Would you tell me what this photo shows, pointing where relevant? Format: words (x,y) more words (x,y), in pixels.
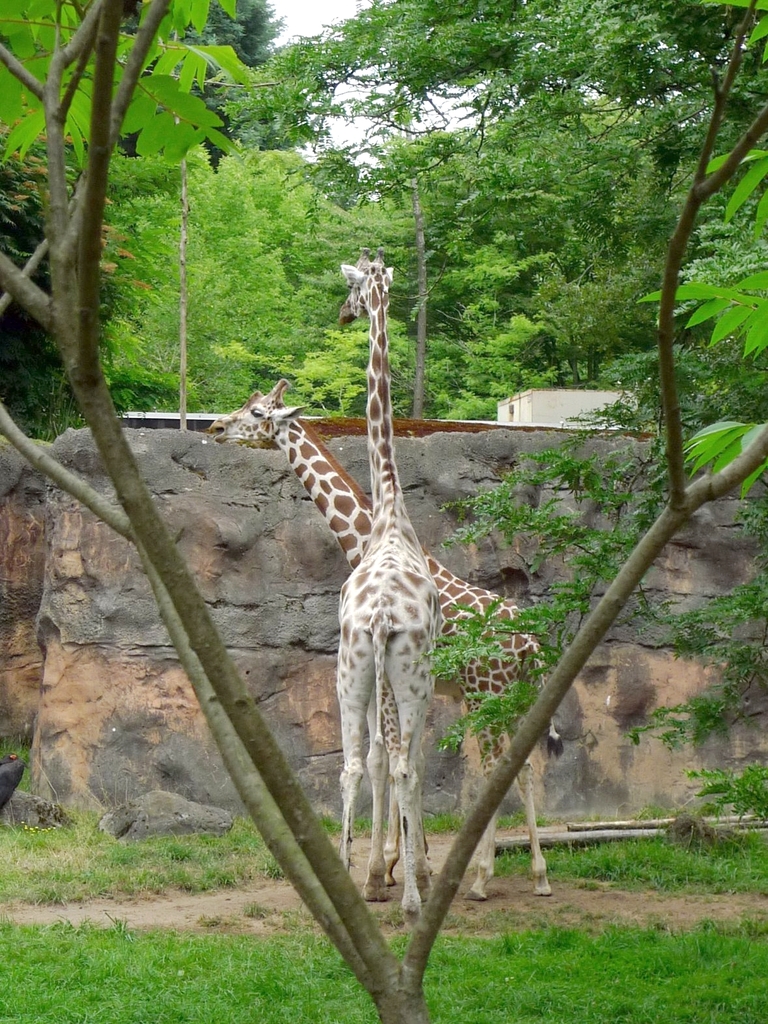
In this image we can see two giraffes (361,753), grass (575,943) on the ground (578,930) and some trees (236,688), a building (574,395) in the background (584,395) and a sky (359,143).
